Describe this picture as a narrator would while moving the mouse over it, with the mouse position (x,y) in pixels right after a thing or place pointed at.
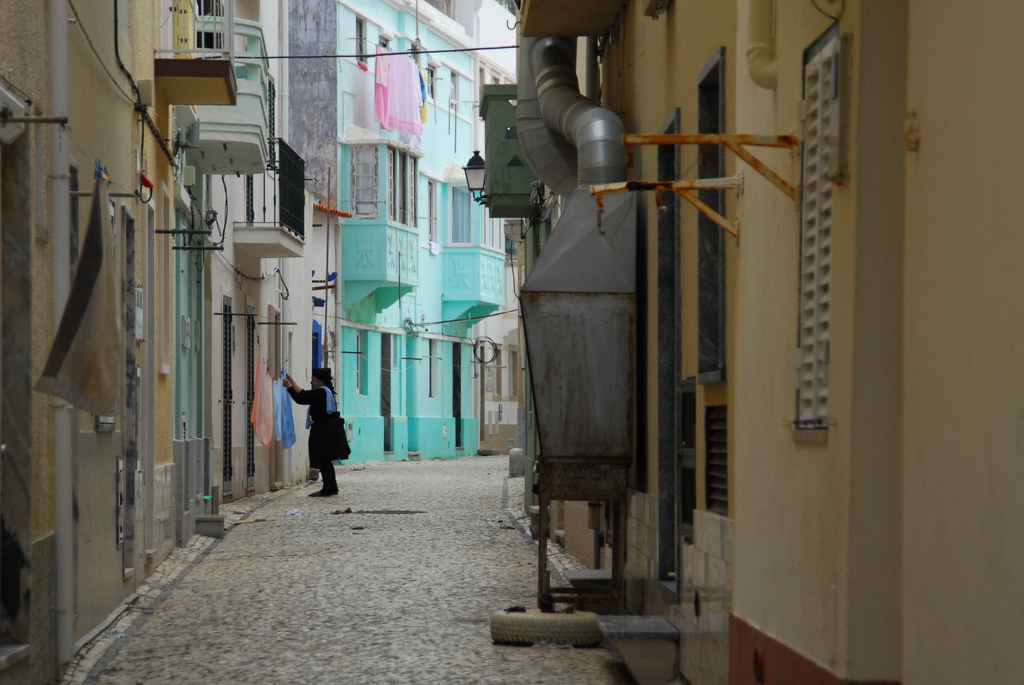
In this picture we can see few buildings (290,368), clothes (283,405) and a woman (340,443), in the middle of the image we can find few pipes (553,99) on the wall (648,268).
